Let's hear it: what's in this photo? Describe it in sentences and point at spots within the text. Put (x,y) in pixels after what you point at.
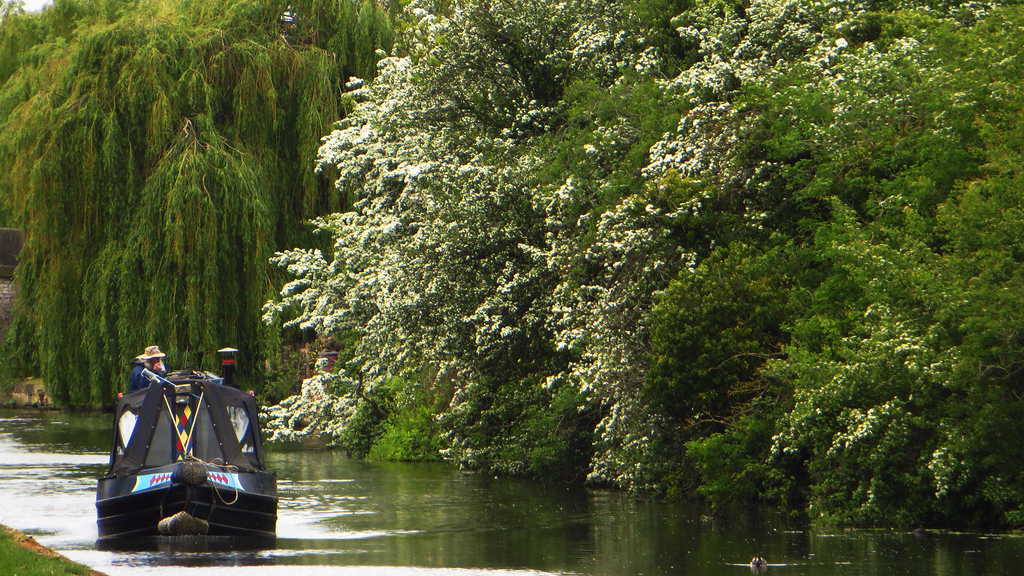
In this image I see number of trees (579,196) and I see the green grass (28,567) over here and I see the black boat (177,486) on which there is a person (133,383) and I see the water (327,492).
